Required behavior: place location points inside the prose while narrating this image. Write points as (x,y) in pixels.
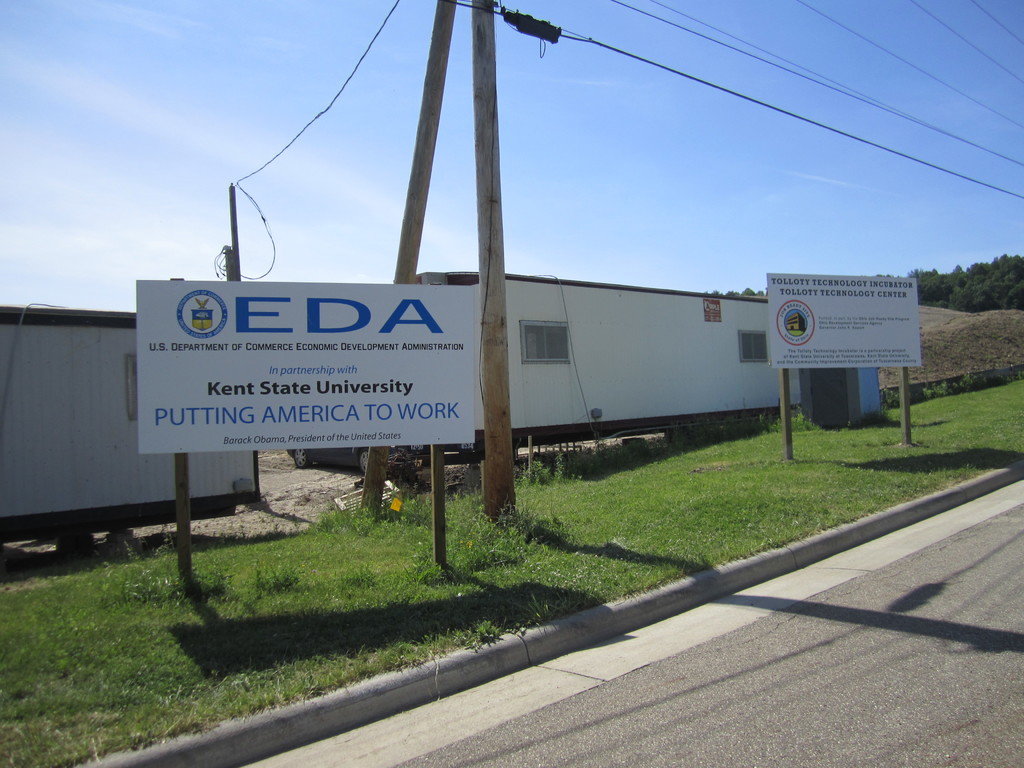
In this image we can see the containers (111,389) and also some information boards (368,340) and poles (479,83) with wires (820,81). We can also see the trees (978,285), grass (691,514) and also the road (826,725). Sky (915,251) is also visible.
